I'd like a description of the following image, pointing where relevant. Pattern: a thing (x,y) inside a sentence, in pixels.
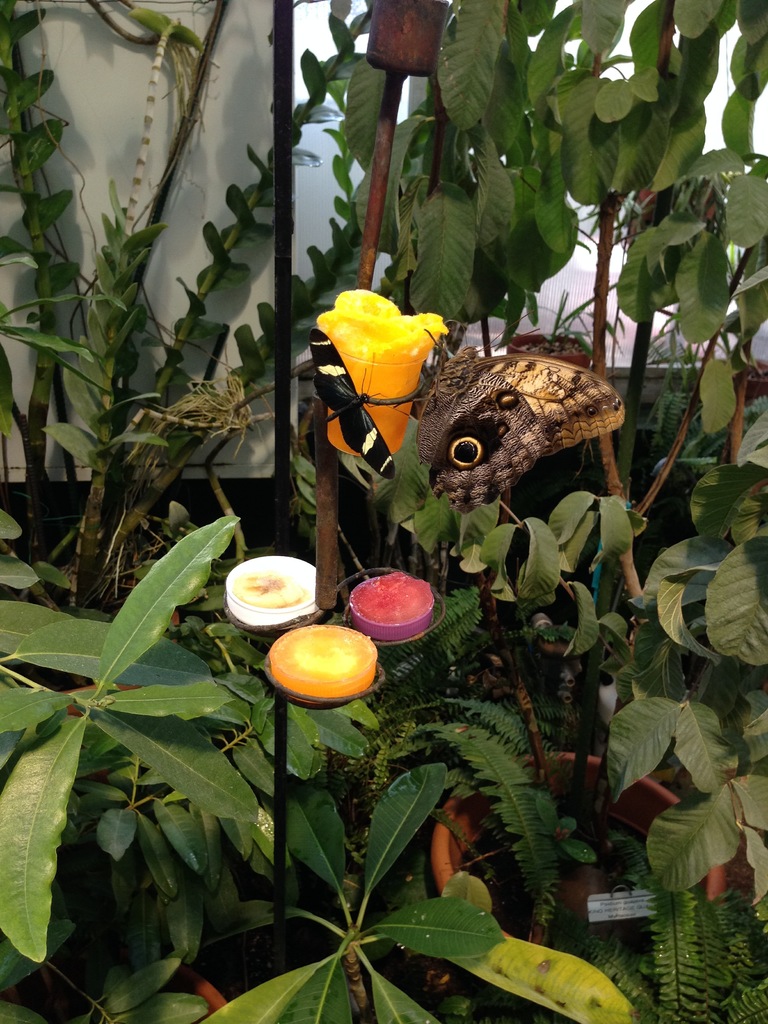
In this picture, we can see two butterflies (435,444) on the object (360,385), and we can see some plants (134,975) and white background (240,125).
